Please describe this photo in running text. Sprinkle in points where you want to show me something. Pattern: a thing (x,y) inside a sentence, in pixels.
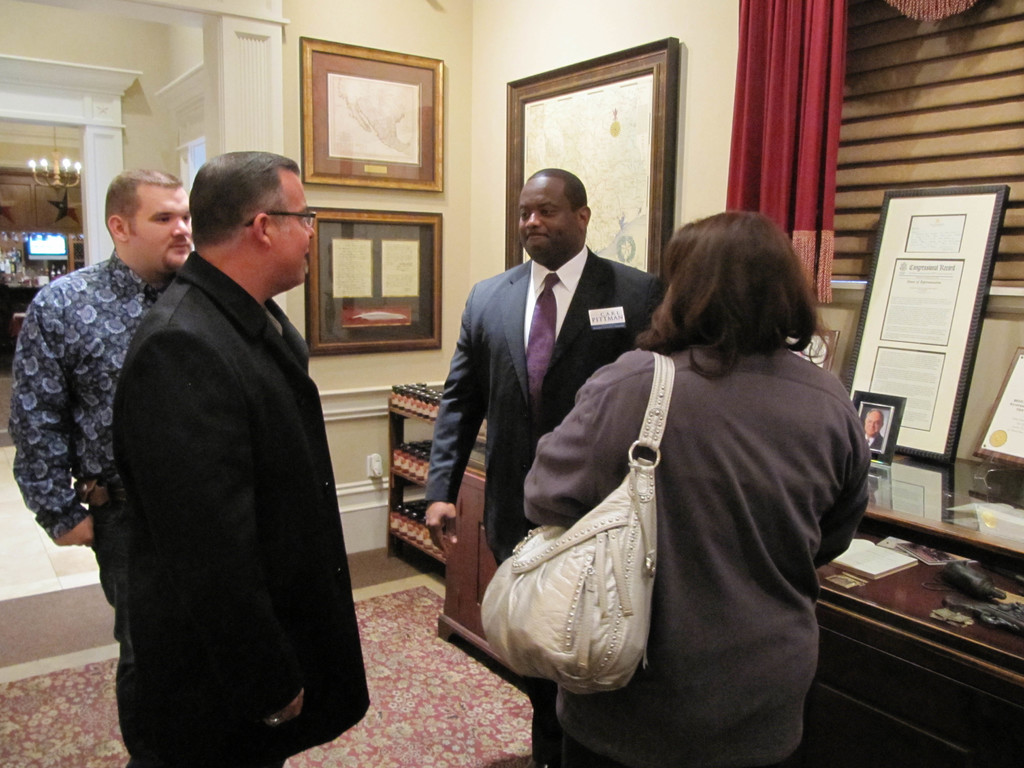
Here there are three men (84,338) and a woman (663,537) carrying bag (636,625) on her shoulder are standing on the floor (4,550). In the background (894,414) there are frames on the wall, chandelier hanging to the roof top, curtain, photo frame (877,414) and frames (907,354) on a table (886,673) and we can also see some other items (55,273).
